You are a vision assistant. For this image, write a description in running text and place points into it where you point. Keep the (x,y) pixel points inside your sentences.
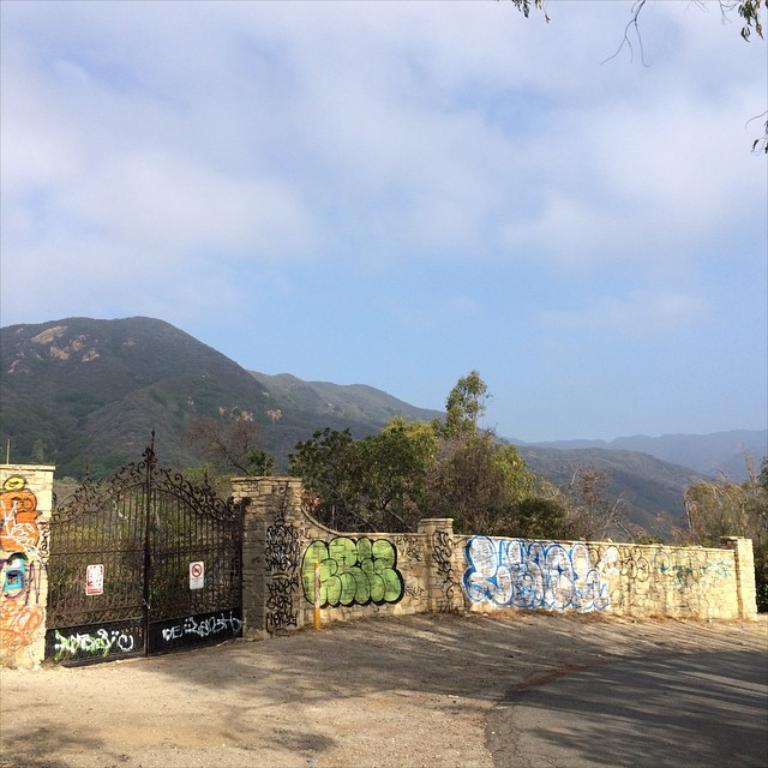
In this image, we can see paintings (368,582) on the wall (340,579) and pillars (281,624). Here we can see two posts (92,578) are on the gate (176,575). At the bottom (269,756), we can see walkway (385,725) and road (637,732). Background (763,461) there are so many trees (242,470), hills (363,431) and sky (272,237).
